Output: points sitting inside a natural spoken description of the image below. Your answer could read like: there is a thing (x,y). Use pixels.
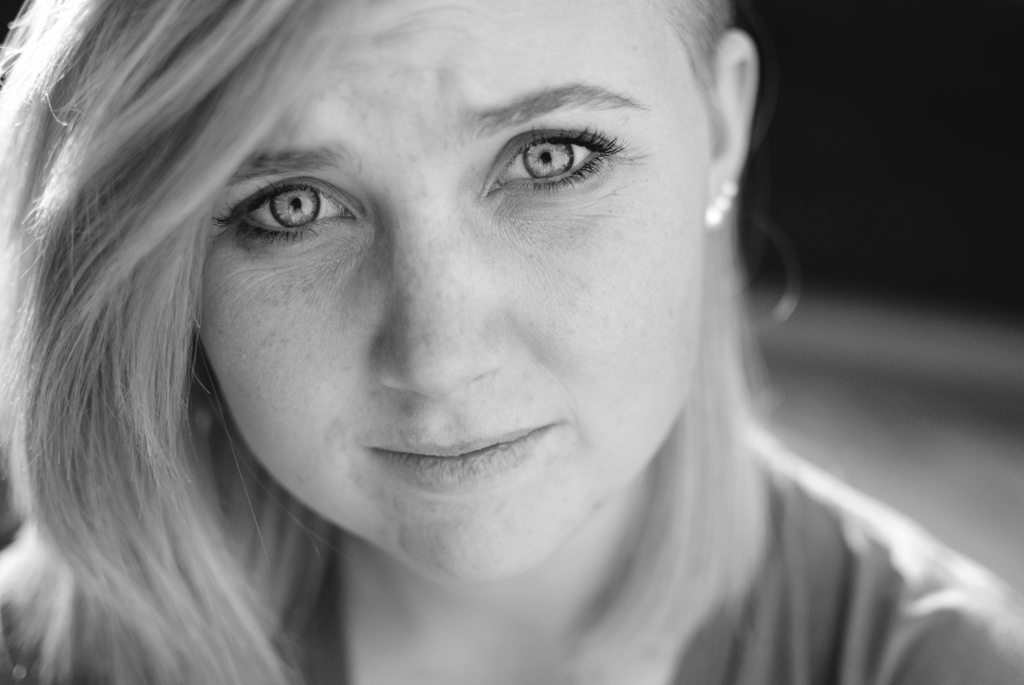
This is a black and white image of the woman face (573,339).
